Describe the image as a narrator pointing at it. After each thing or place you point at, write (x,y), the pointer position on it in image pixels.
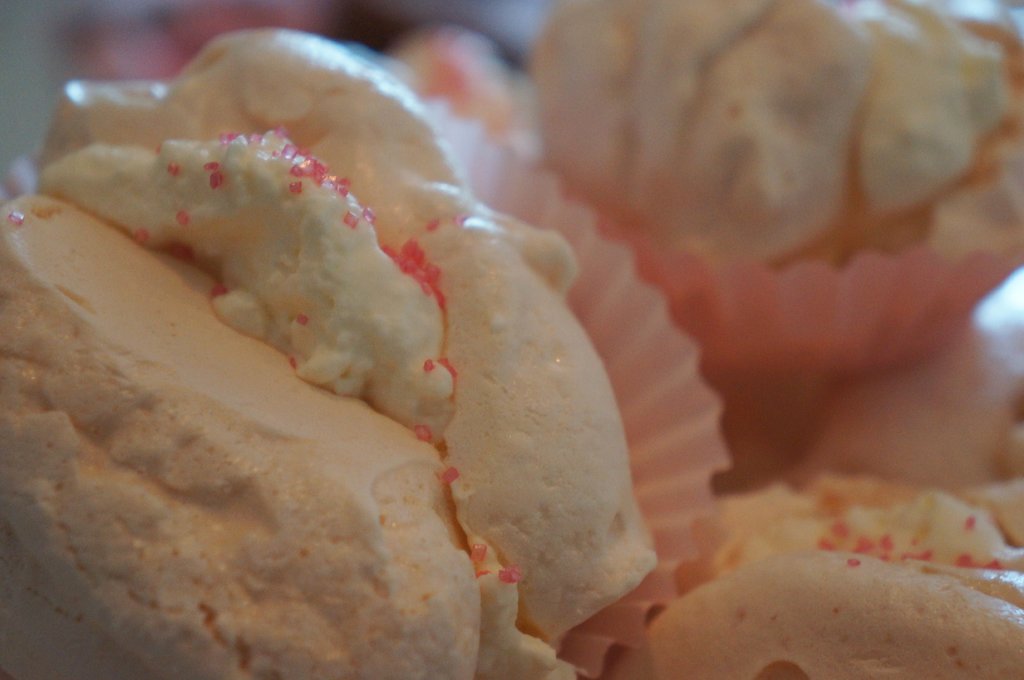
In this picture I can see a food item (531,290) on the cupcake liners (665,317), and there is blur background (396,6).
